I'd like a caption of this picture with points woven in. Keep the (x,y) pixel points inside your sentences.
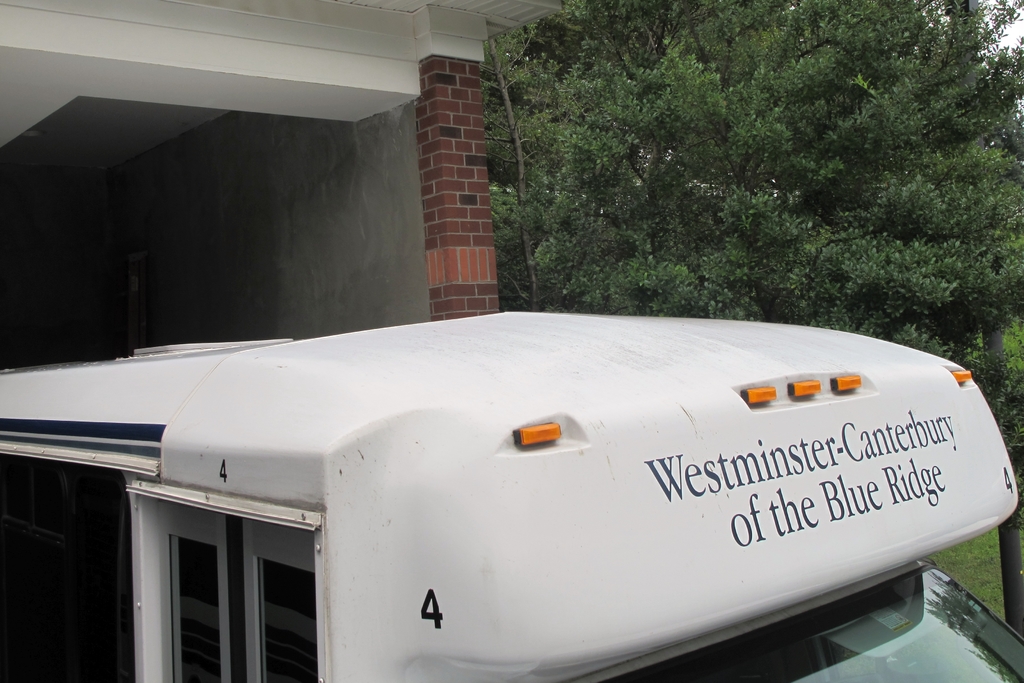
In this image, we can see a white color vehicle (377,469), in the background (349,251) we can see a room (374,207), at the right side (703,203) there are some green color trees (700,176).
